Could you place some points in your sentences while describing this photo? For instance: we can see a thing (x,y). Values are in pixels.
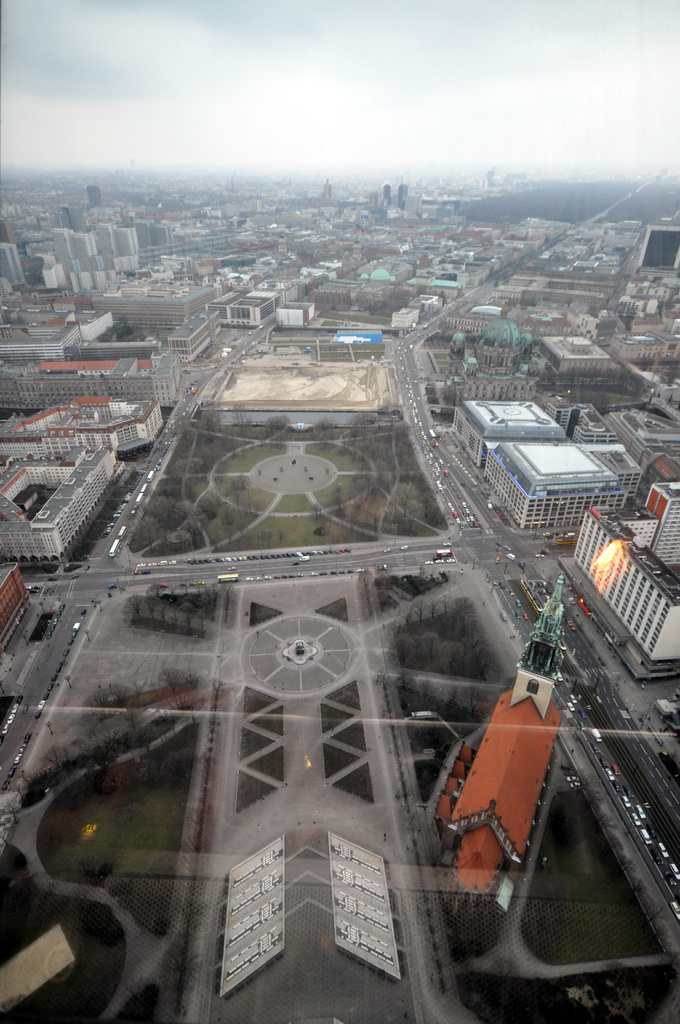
Here in this picture we can see an aerial view of a city (170,438) and we can see number of buildings (327,287) present on the ground (361,777) and we can also see plants (408,712) and trees (229,527) present and we can see the sky (541,25) is cloudy and we can see vehicles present on the road (240,573).
